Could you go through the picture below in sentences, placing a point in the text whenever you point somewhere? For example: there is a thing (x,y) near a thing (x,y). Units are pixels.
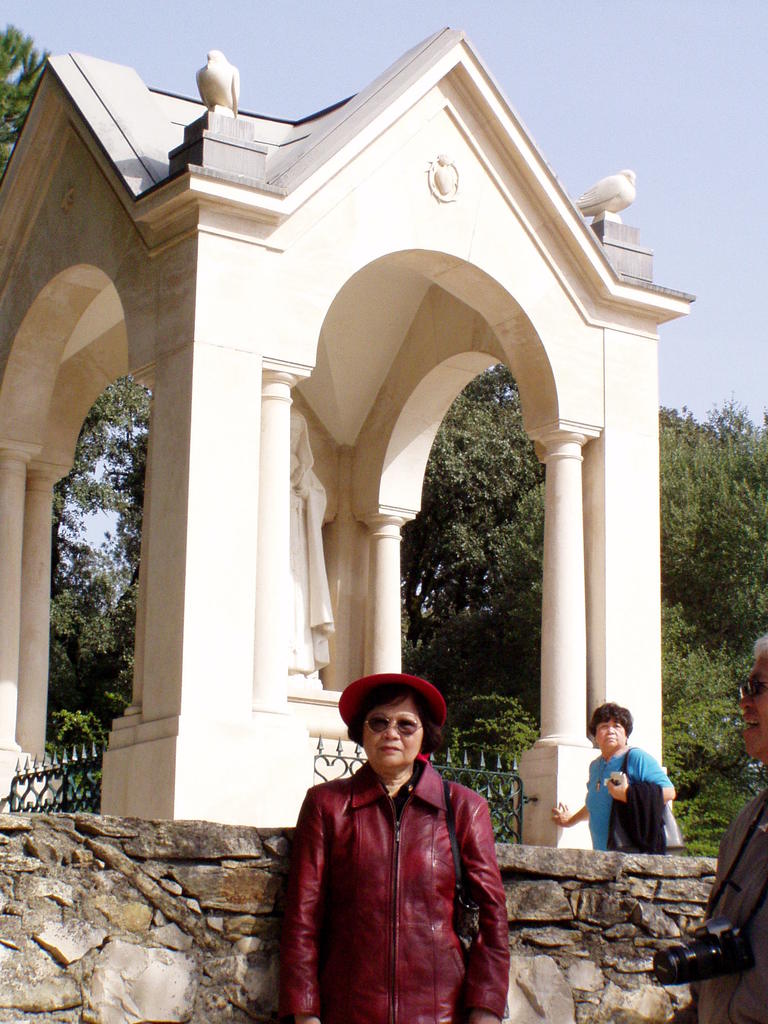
In this image, there are three persons (495,964). I can see a gazebo (319,450) with a statue (310,484) and iron grilles (345,766). In the background (103,591), there are trees (94,582) and the sky (206,37).
